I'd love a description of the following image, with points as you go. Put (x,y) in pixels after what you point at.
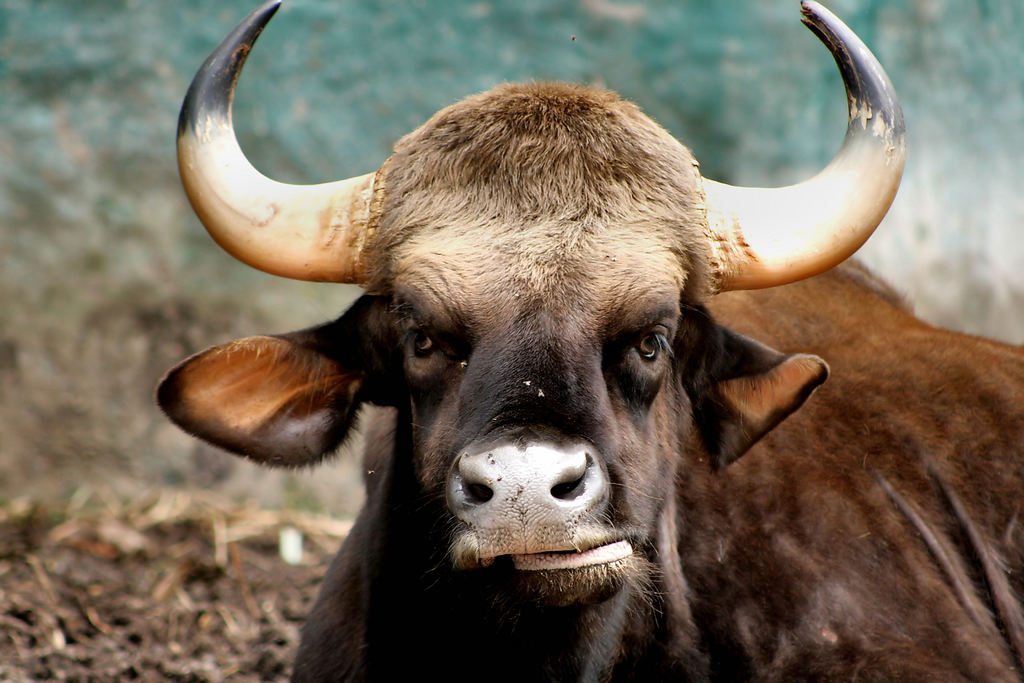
In the image we can see a buffalo (647,400), black and brown in color. And the background (46,270) is blurred.
